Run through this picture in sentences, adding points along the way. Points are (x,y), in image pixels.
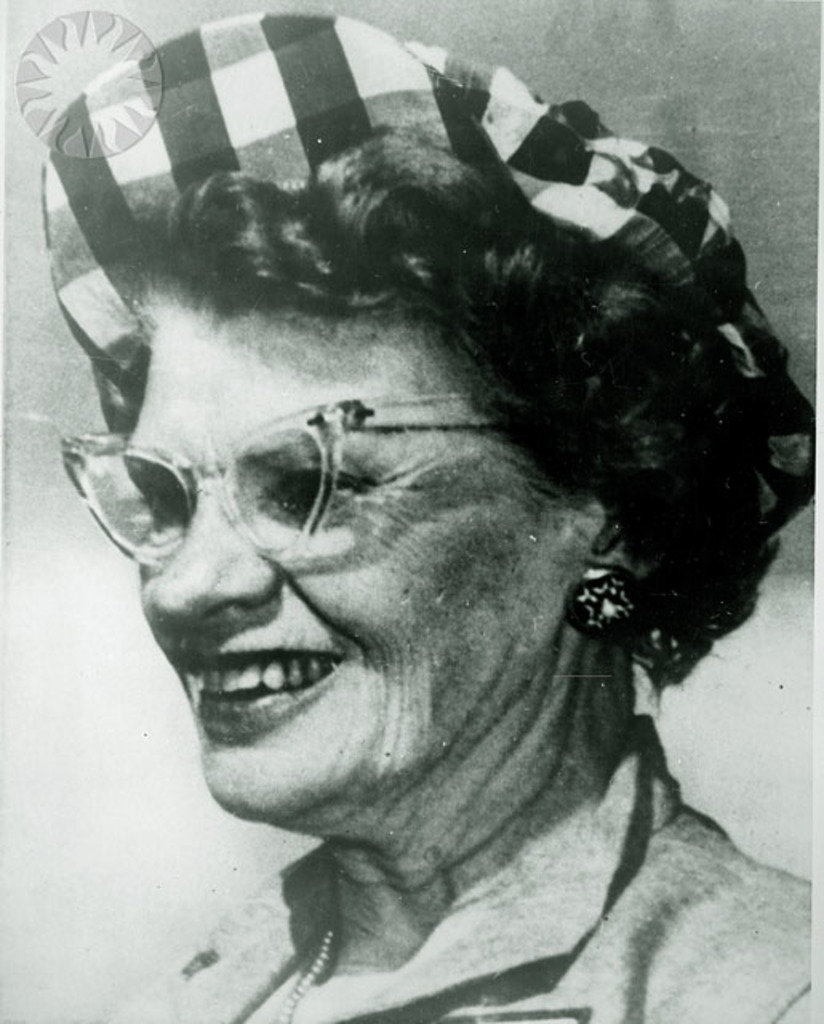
In the image, we can see a woman (384,478). She is laughing, she is wearing spectacles (263,504) and she is wearing white and black color hat (216,143) over her head (224,705).
